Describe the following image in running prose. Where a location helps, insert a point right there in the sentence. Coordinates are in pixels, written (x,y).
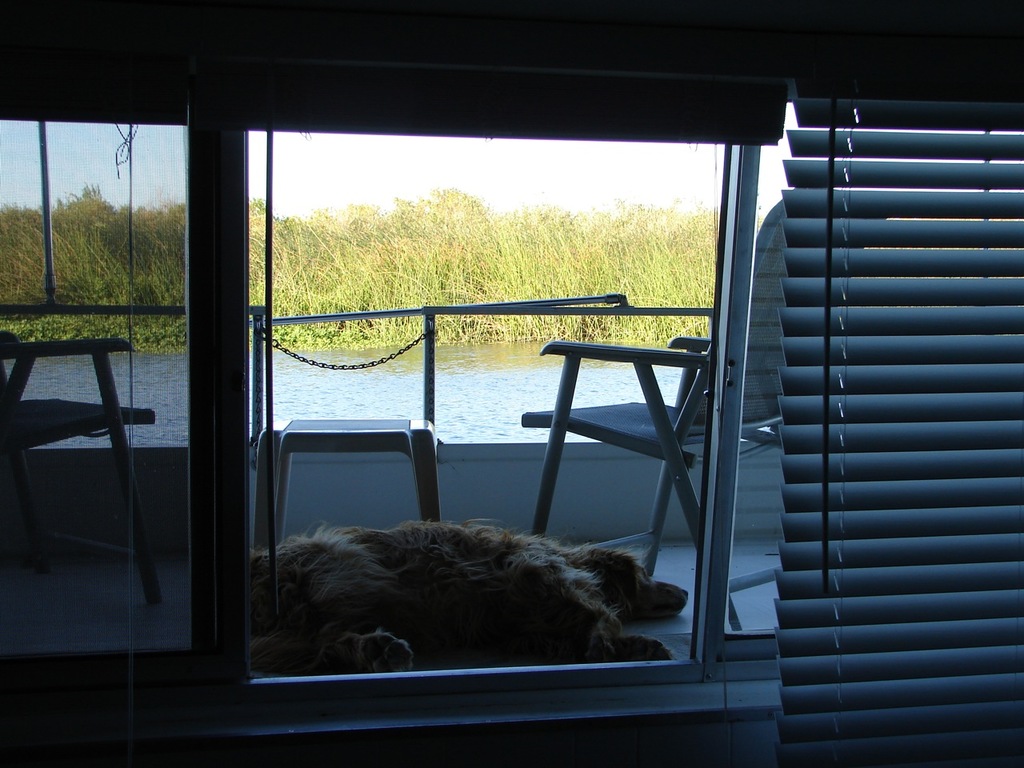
There are windows (208,628), window blinds (948,601), chairs (599,433), dog (560,593), water (471,371) and grass (359,261).
